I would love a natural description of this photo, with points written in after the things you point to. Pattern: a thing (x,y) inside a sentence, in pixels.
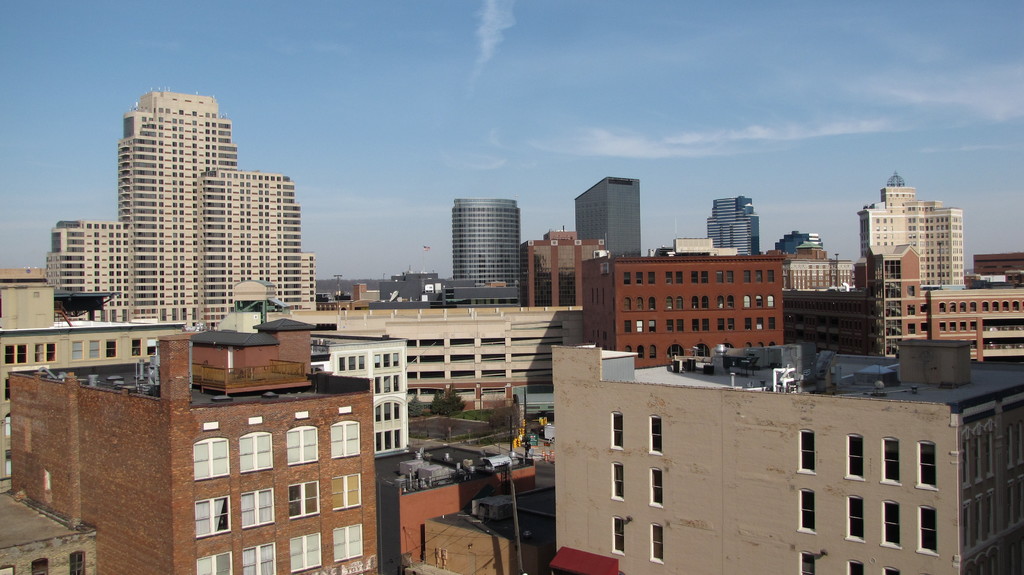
In this image, we can see some buildings (593,264). In the background of the image (329,66), there is a sky (788,42).
